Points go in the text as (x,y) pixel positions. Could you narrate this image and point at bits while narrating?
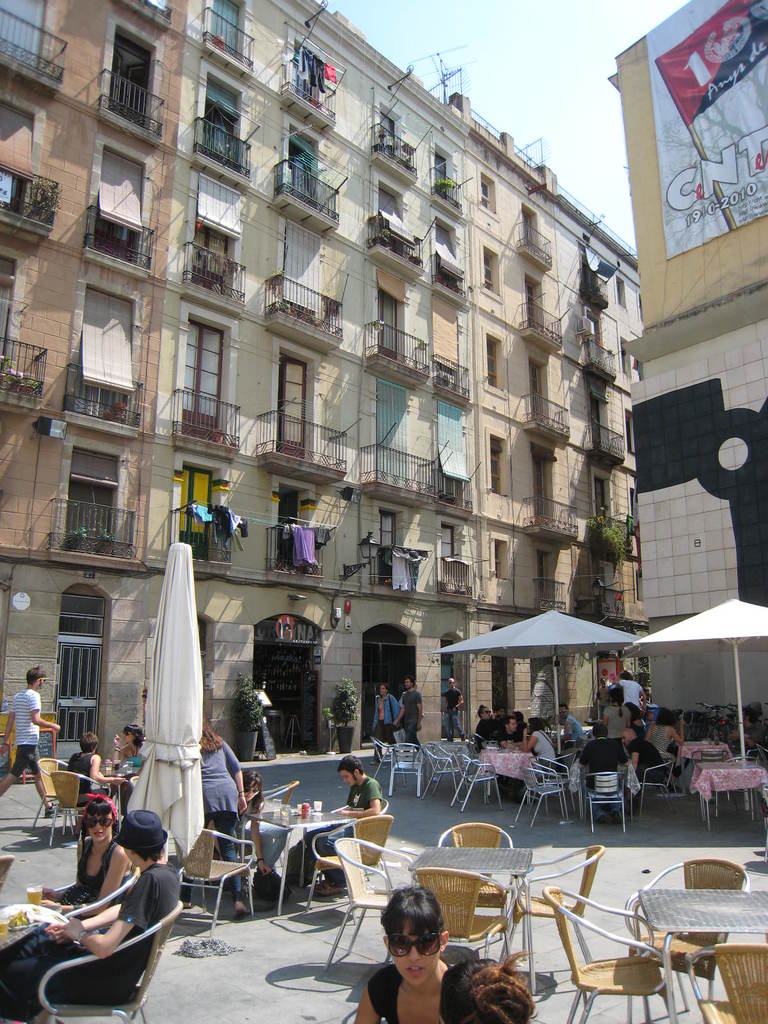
In this image, we can see buildings (404,496), walls (755,308), doors (367,714), railings (89,541), banner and few objects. At the bottom of the image (655,753), we can see a group of people (148,945). Few are sitting on the chairs (727,951). Here we can see tables (746,909) and umbrellas (737,635). Here we can see few people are walking in the background (395,704). Top of the image (543,72), we can see the sky (478,55).
